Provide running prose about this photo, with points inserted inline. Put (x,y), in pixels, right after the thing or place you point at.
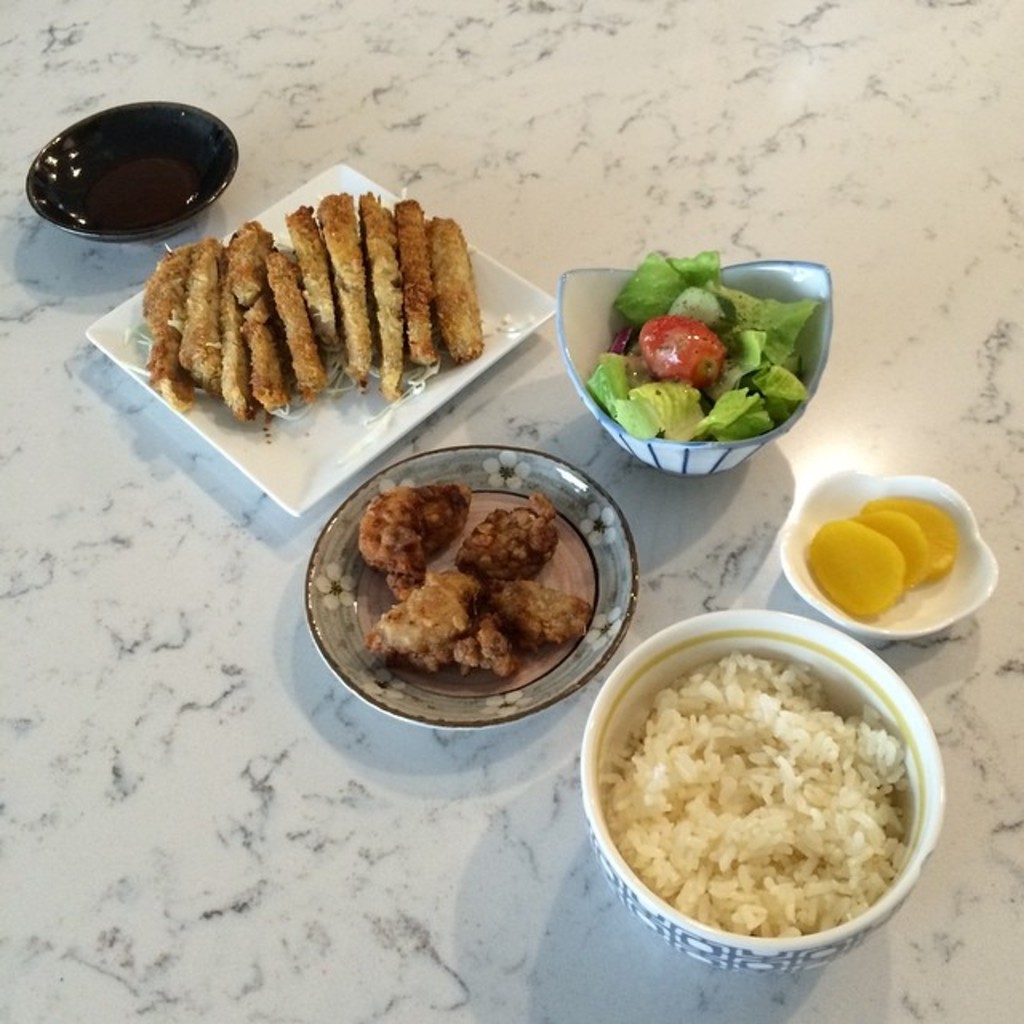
As we can see in the image there are plates (283,456), bowls (112,131) and different types of dishes (865,863).
